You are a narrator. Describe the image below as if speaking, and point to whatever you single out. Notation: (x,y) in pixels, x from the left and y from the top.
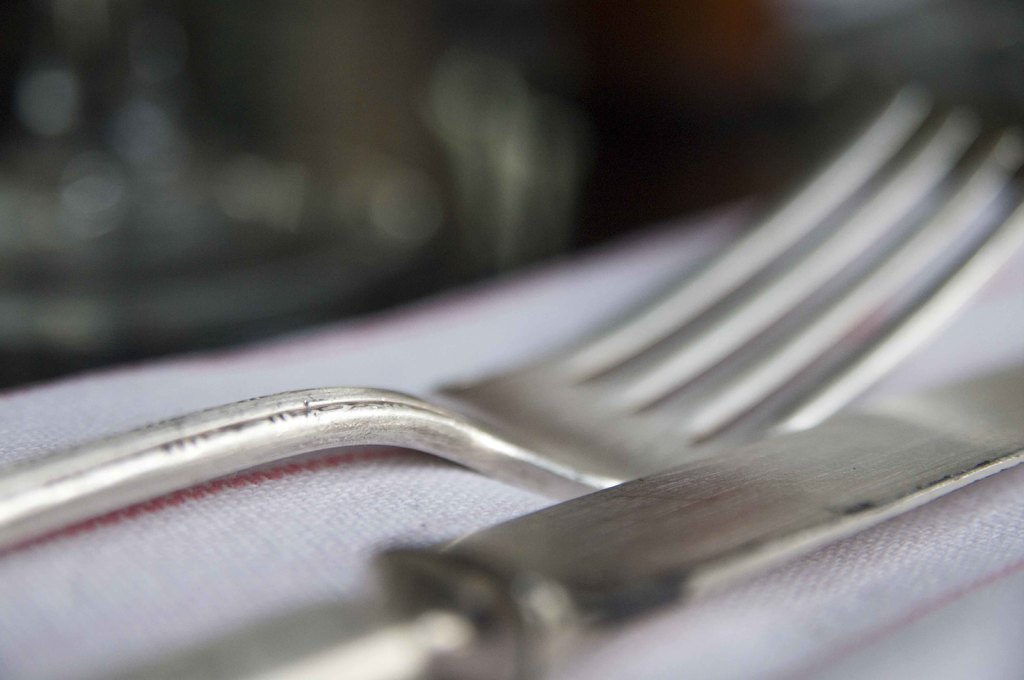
There is a knife (587,497) and a fork (462,431) in the foreground (506,428) and the background (347,179) is blurry.
